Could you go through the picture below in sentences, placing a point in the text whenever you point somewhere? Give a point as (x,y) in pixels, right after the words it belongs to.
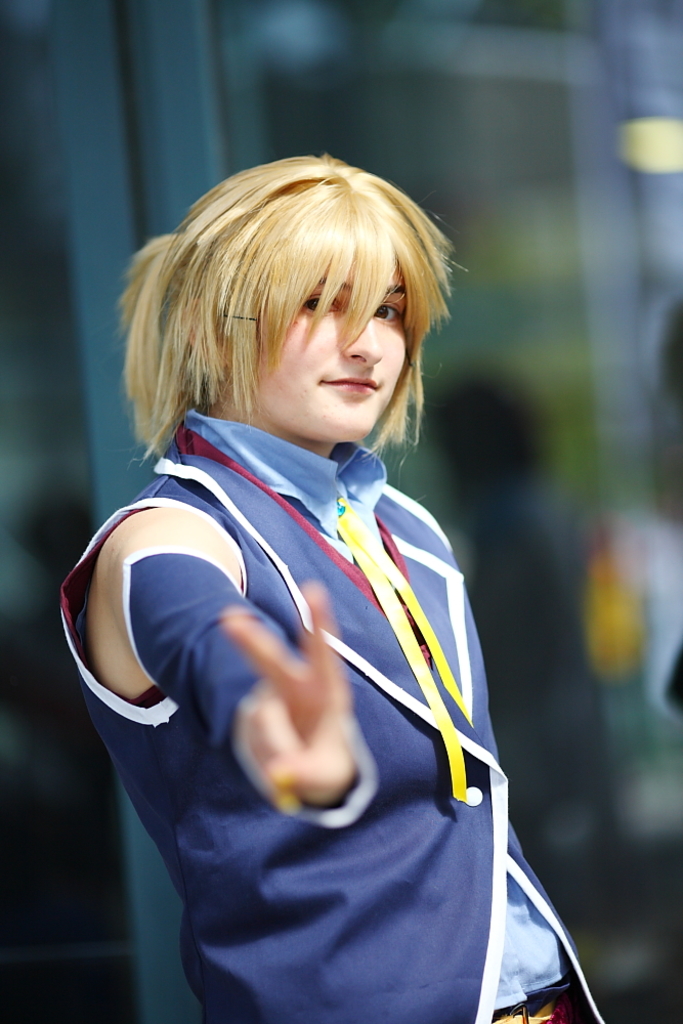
In this picture I can observe a woman (274,614) wearing blue color jacket (248,832). She is smiling. The background (20,261) is blurred.
